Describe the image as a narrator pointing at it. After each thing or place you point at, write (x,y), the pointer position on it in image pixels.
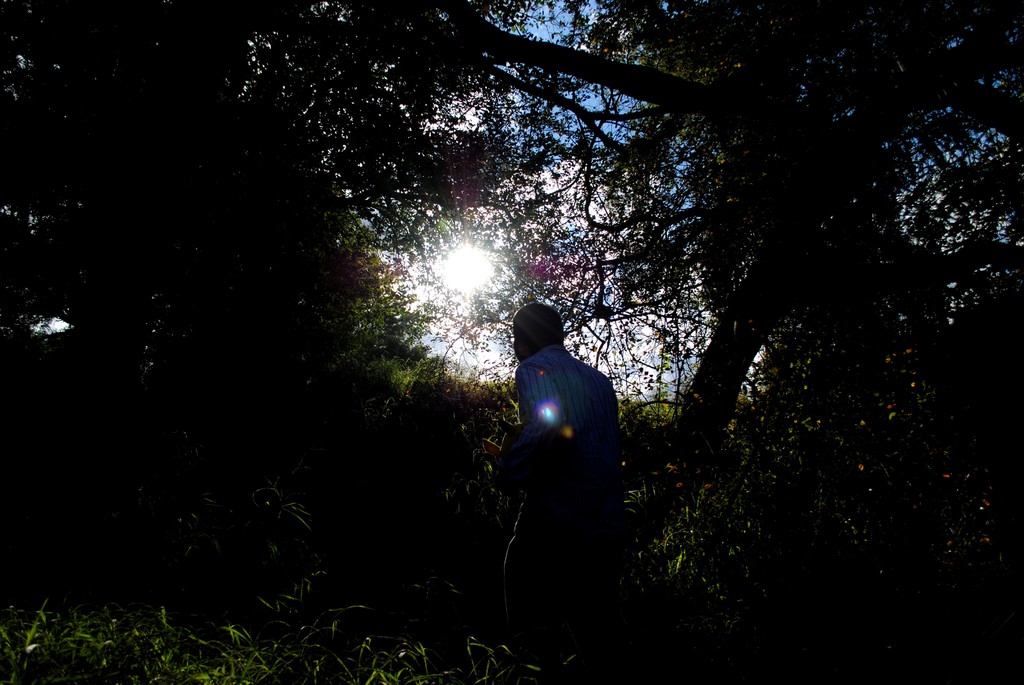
In this image we can see a man (534,358) is standing, here are the trees (358,359), at above here is the sky (465,289).
